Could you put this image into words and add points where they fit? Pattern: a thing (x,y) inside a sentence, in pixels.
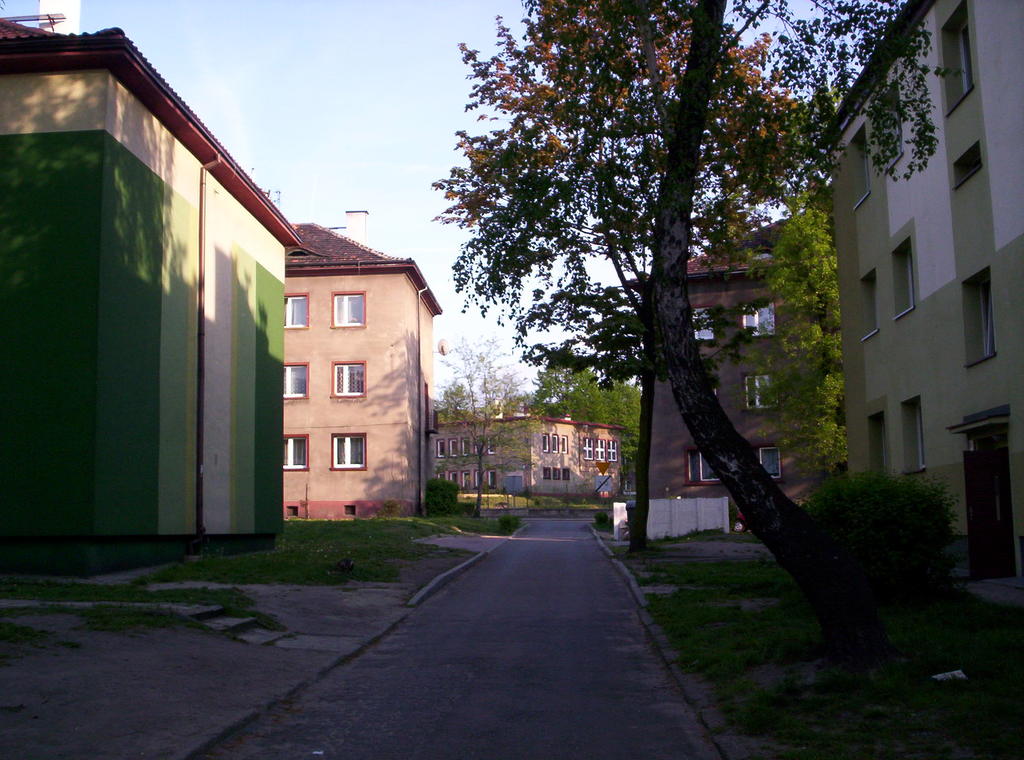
In this image, we can see buildings (550,444). There are some trees (819,421) in the middle of the image (518,430). There is a plant (921,529) in the bottom right of the image (919,559). At the top of the image (343,49), we can see the sky (411,37).
